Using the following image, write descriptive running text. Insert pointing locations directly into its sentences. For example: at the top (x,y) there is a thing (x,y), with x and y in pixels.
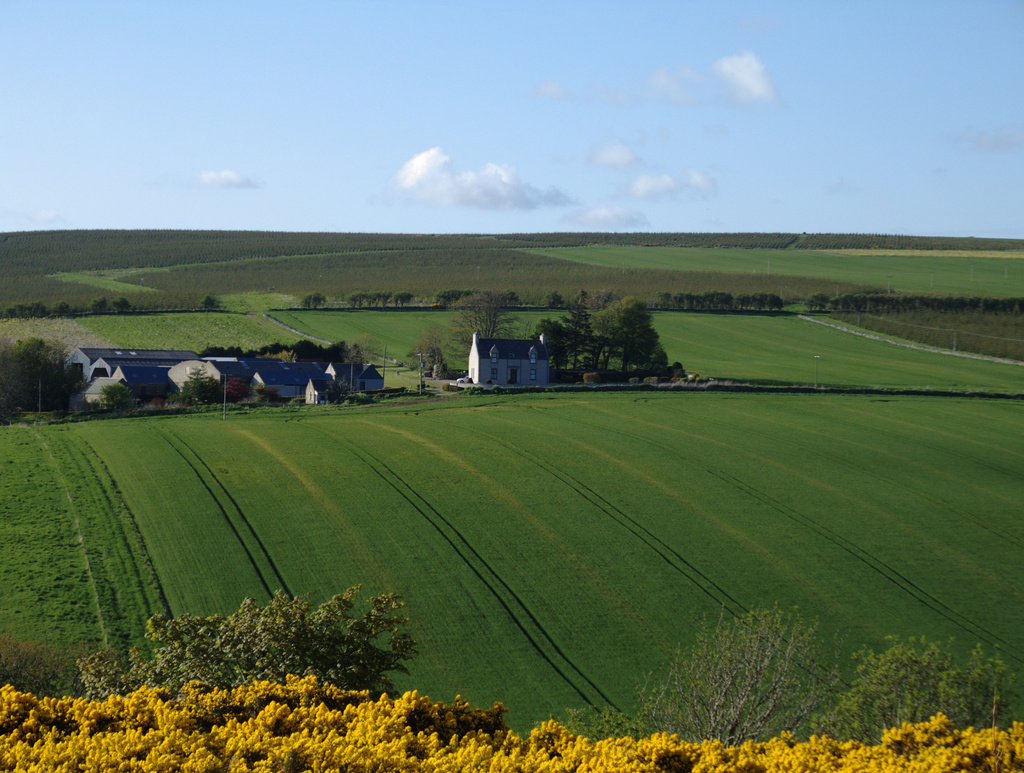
In this image in the front (400,727) there are flowers (399,721) and plants (335,631). In the center (372,382) there are houses (535,373) and there are plants (583,361) and there is grass (632,421). In the background (263,230) there is grass (434,239) and the sky (412,185) is cloudy.
